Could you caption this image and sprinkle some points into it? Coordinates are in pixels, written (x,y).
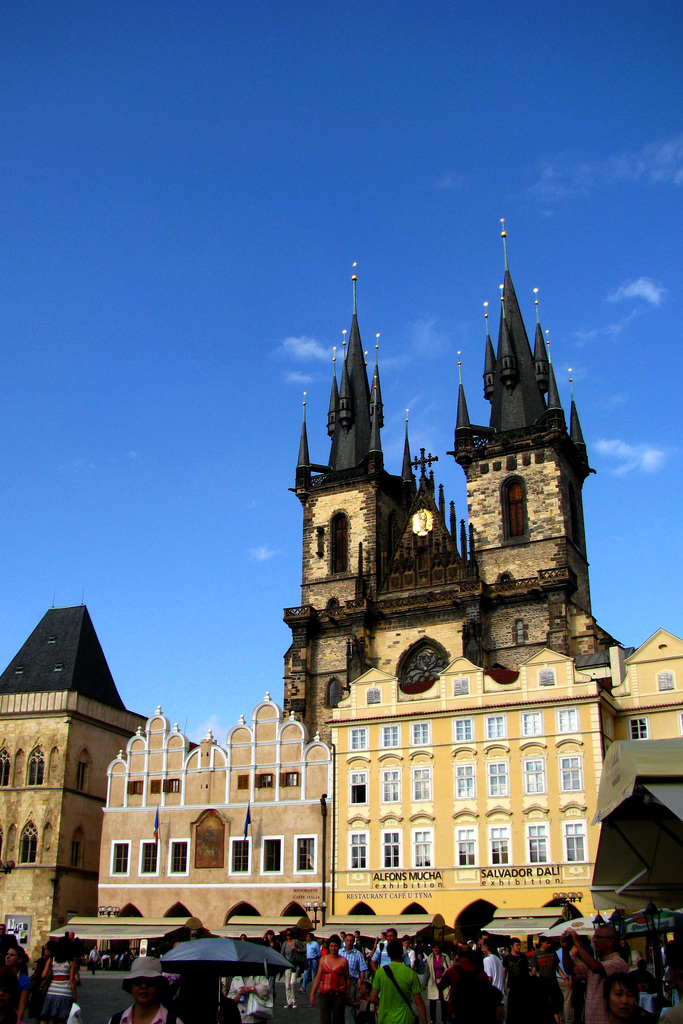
In the image I can see people (337,992). In the middle of the image (372,645) I can see a building (576,426). There is a sky (301,336) on the top of this image (376,231).
